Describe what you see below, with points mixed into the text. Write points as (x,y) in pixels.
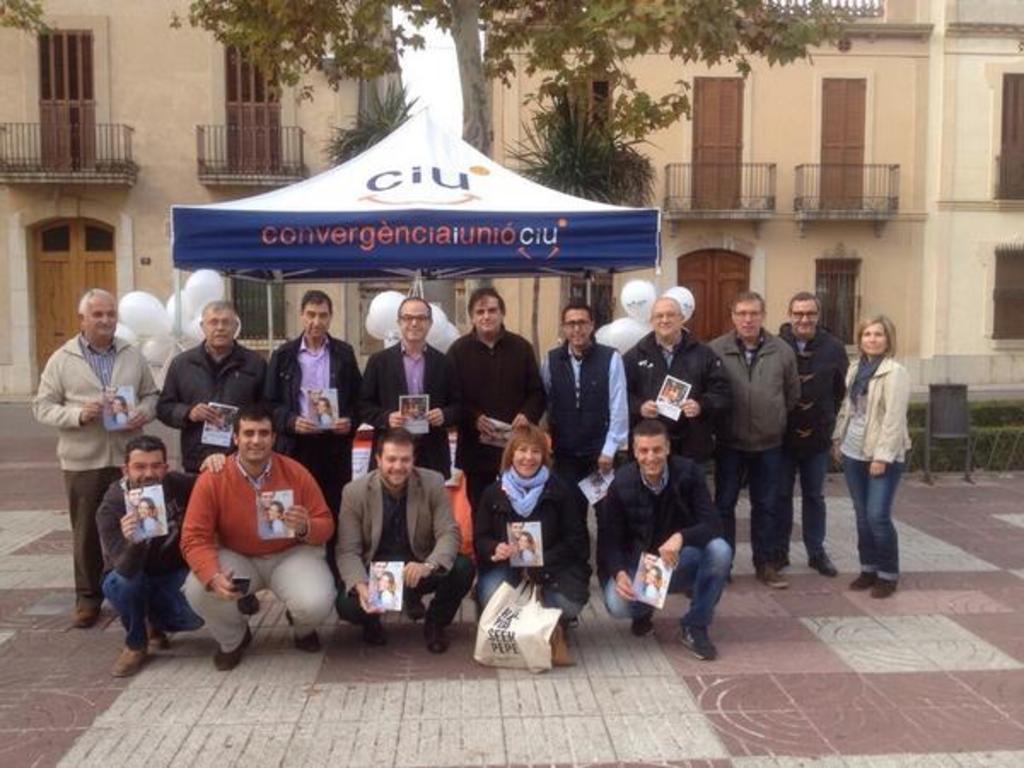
In this picture there are people (244,348) in the center of the image (681,501), by holding photos (293,492) in their hands (648,403) and there is a stall (423,145) and balloons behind them and there are buildings (514,145) and trees (466,89) in the background area of the image (466,89).
